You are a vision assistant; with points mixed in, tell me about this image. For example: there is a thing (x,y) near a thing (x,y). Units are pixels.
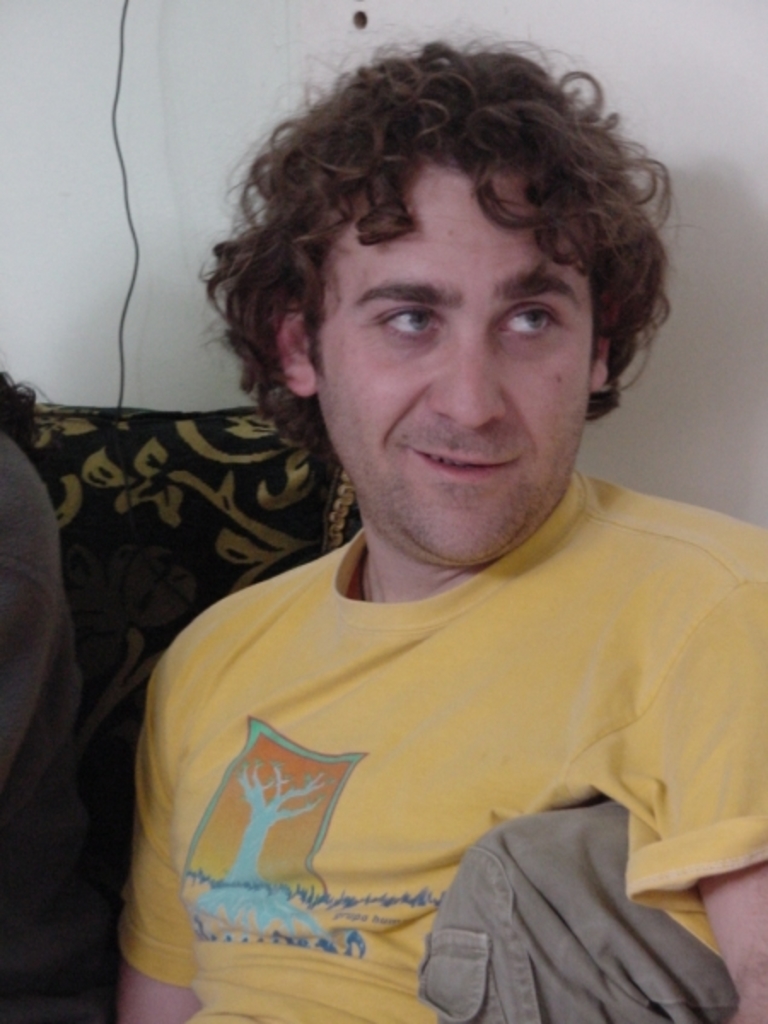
In this image in the center (471,630) there is a man (362,725) sitting and smiling. On the left side (14,612) there is a person (22,621) sitting and there is a wire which is black in colour and in the background (727,155) there is a wall (637,106) which is white in colour.
